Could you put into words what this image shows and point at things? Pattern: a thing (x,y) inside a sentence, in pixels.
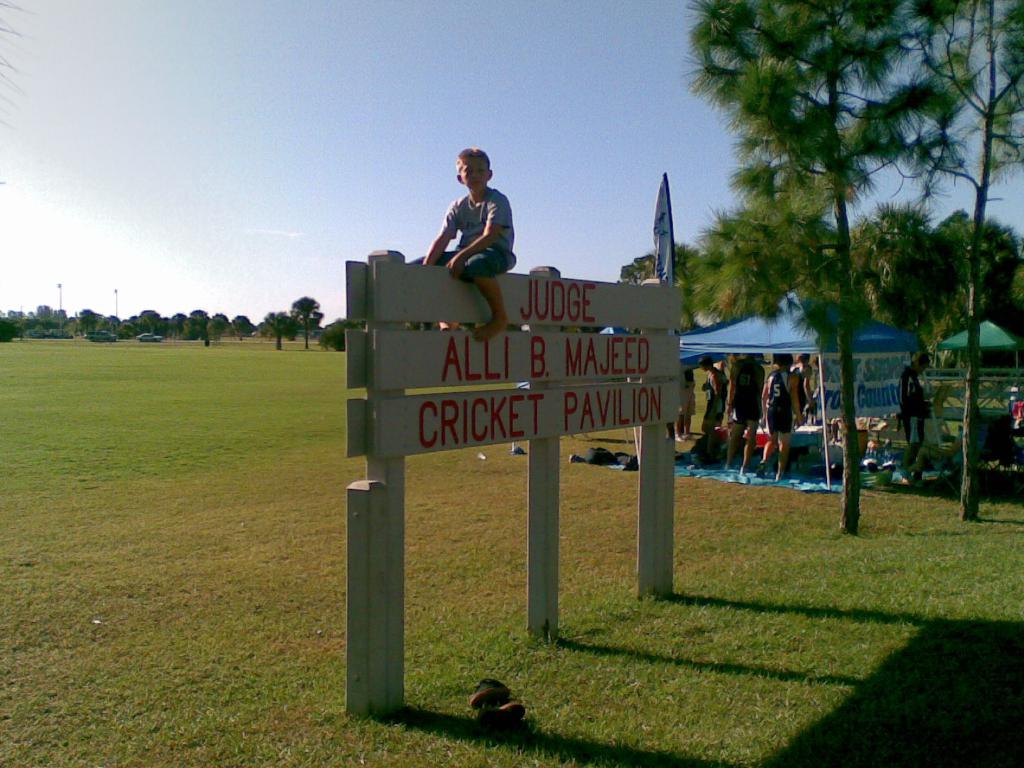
In the picture we can see a grass surface (562,550) on it, we can see a board (630,307) which is white in color and a boy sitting on it and besides, we can see a flag (664,267) and some tent (815,325) under it we can see some people (787,355) are standing and besides we can see some trees (810,312) and in the background (627,203) also we can see trees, poles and sky (605,188).
